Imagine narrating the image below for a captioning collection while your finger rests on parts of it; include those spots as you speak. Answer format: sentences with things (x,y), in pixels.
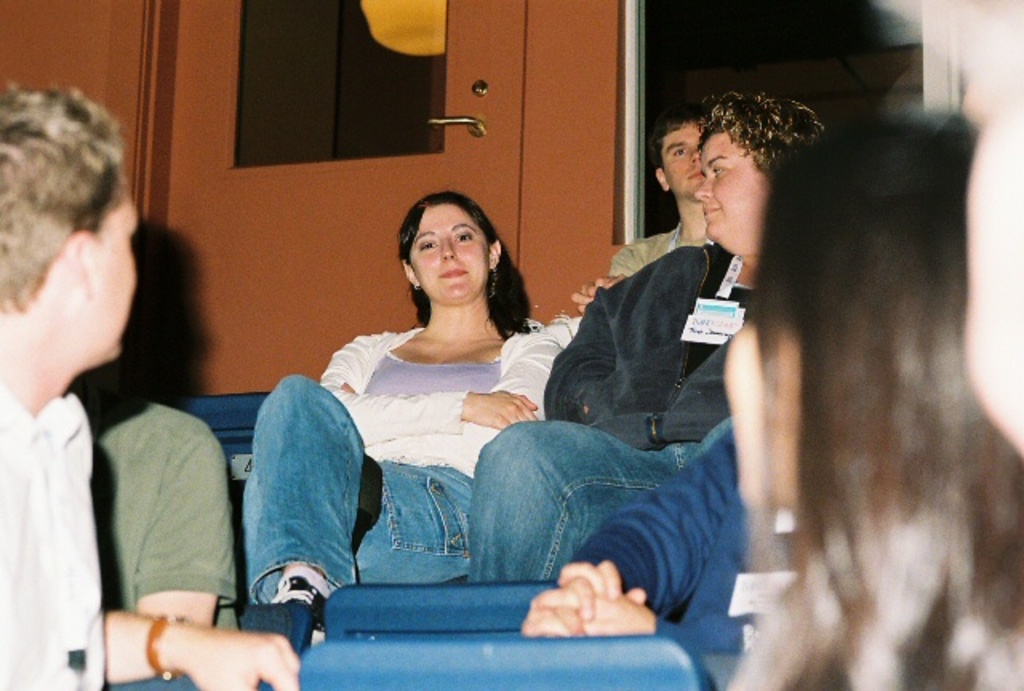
In this image I can see group of people (179,415). In front I can see two persons (480,425) sitting and the person (685,297) at right (704,252) is wearing black jacket (652,341), blue pant (581,475) and the person (431,416) at left (280,463) is wearing white shirt (357,408), blue pant (357,469). Background (491,137) I can see the door (376,114) in brown color.
